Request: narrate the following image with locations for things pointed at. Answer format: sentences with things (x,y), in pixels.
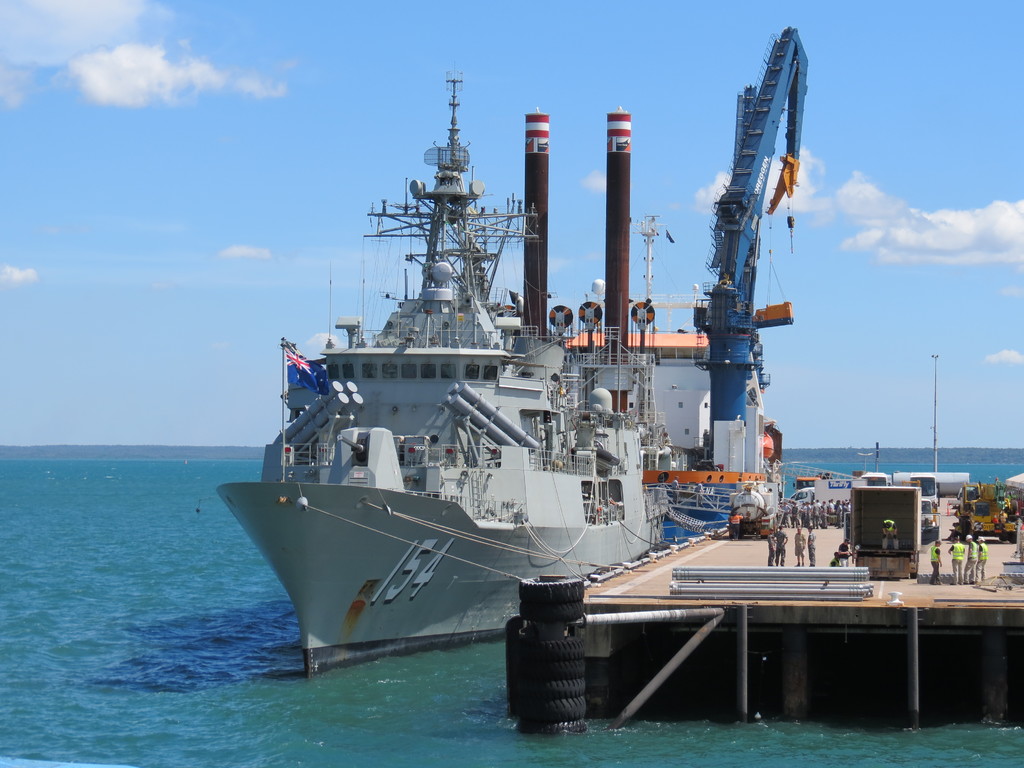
In this image there is the sky (532,71) truncated towards the top of the image (507,42), there are clouds (197,89) in the sky (149,128), there is the sea (141,637) truncated, there is a ship (433,421) on the sea (230,594), there is a flag (315,375), there are tires (548,593), there are persons (840,515) standing, there are objects (1006,512) truncated towards the right of the image (996,504), there are objects (728,570) on the wooden surface (708,563), there are poles (935,455).
